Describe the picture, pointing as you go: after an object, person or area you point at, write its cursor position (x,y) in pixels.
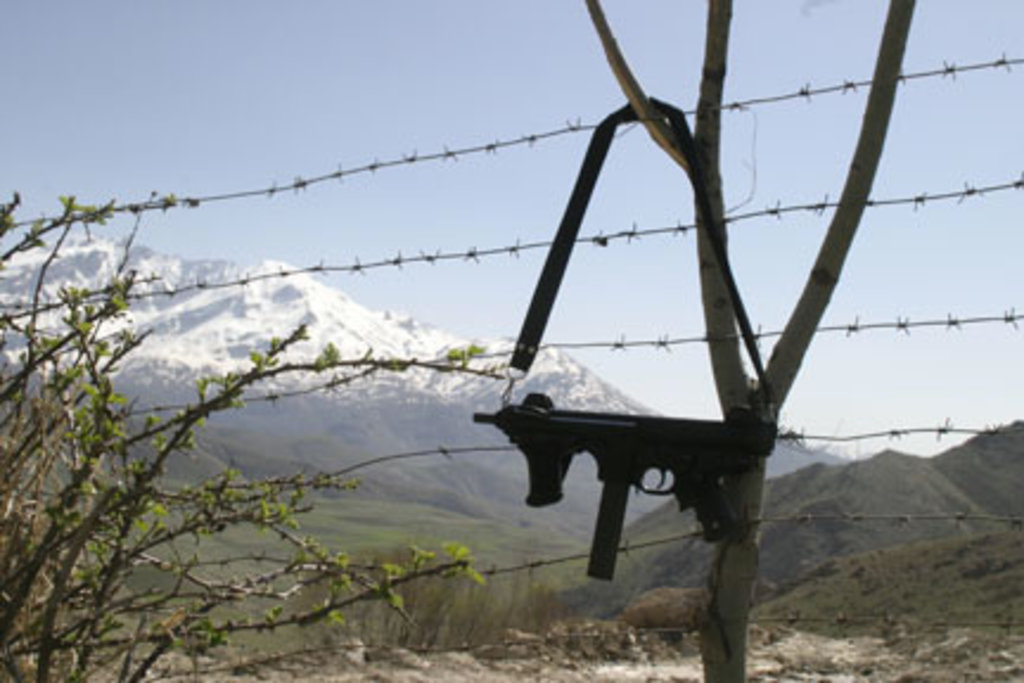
In this picture I can see wire fence (821,437), there are trees (844,236), there is a gun (753,457) hanging to a branch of the tree (752,473), there are mountains (672,521), and in the background (657,246) there is the sky (546,180).
